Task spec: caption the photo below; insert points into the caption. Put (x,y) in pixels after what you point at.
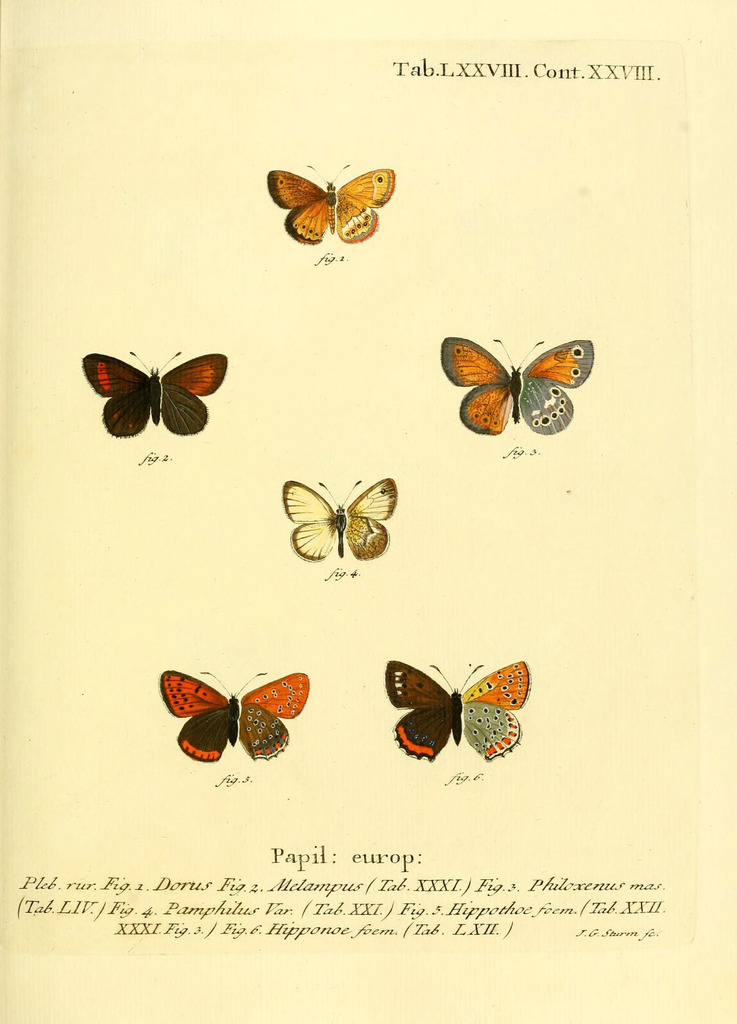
In this image I can see the cream colored background (317,358) and on it I can see few butterflies (222,371) which are brown, black, cream, orange and ash in color. To the bottom of the image (472,906) I can see few words (439,886) written.
